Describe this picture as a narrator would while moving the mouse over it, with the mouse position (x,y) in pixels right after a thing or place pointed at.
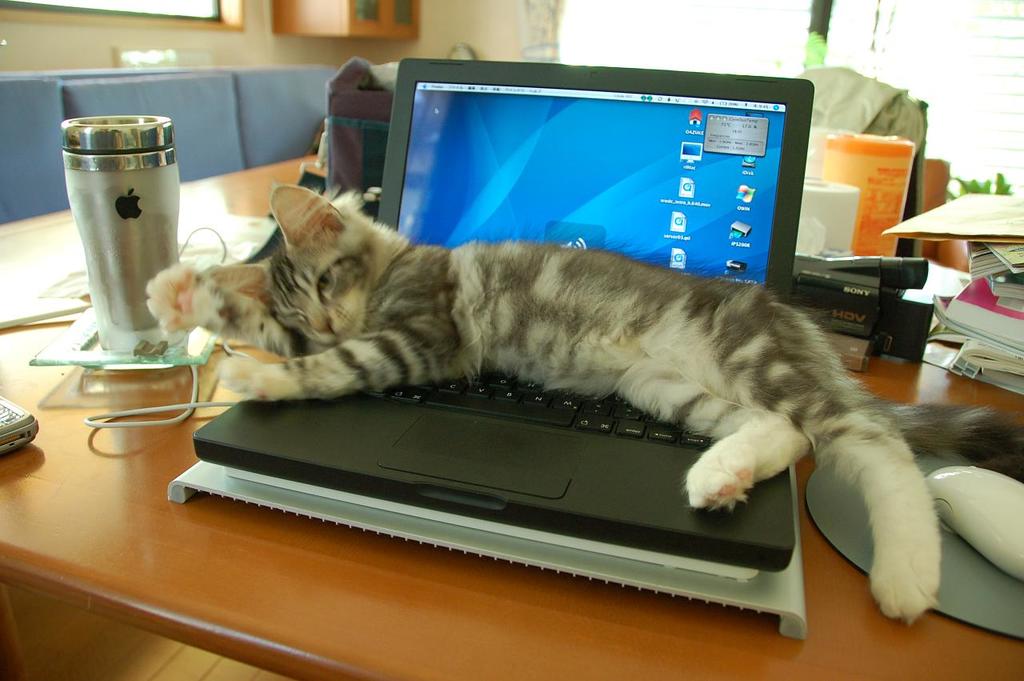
In this image i can see a cat (487,274) sitting on a laptop (544,435), there is a bottle (138,261) few papers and books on a table (350,647) at the background (299,12) i can see a cupboard (304,12) and a window (662,6).
